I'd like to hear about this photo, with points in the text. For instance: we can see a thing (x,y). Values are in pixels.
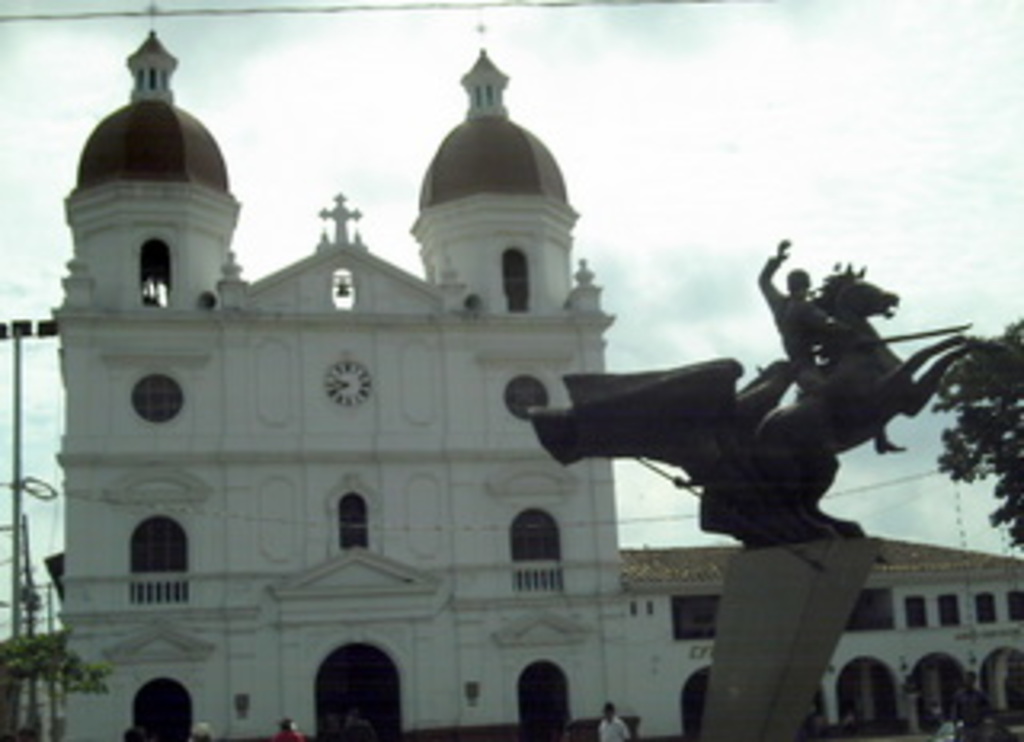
In this image on the right side (833,367) there statues (765,413), and wall (790,588) and in the background (525,594) there are buildings (554,400), trees (1020,536), wires (359,523), poles (15,627). And at the bottom (966,686) there are some persons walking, and at the top (18,90) there is sky (418,108).
